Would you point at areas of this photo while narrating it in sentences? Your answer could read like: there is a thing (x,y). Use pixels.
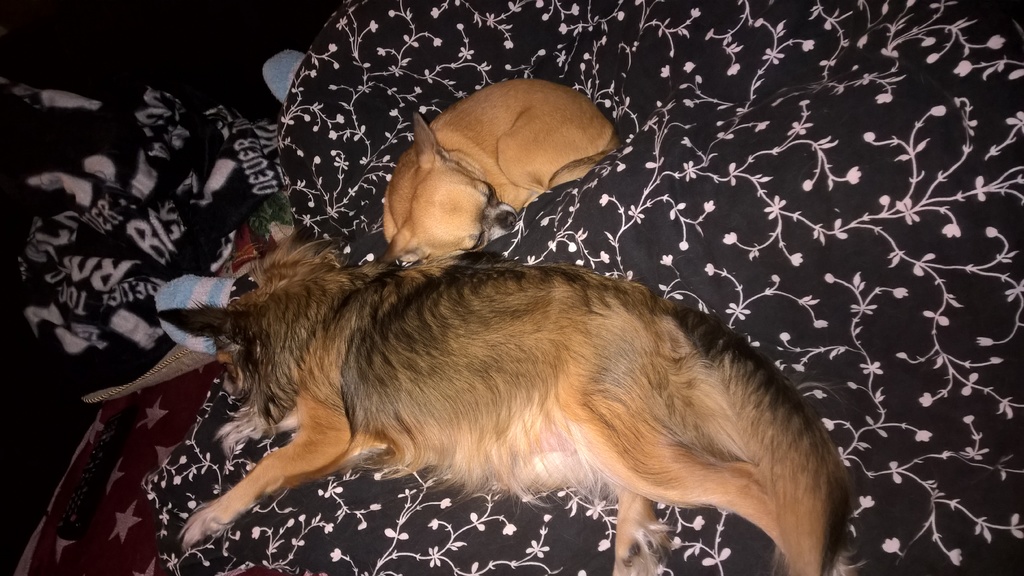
In the image there are two dogs (526,409) laying on a black and white cloth (772,119), beside that there is a remote (103,445) kept on a red and white cloth (92,539) and there is another black and white cloth (96,220) in front of the dogs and the background (163,41) is dark.
